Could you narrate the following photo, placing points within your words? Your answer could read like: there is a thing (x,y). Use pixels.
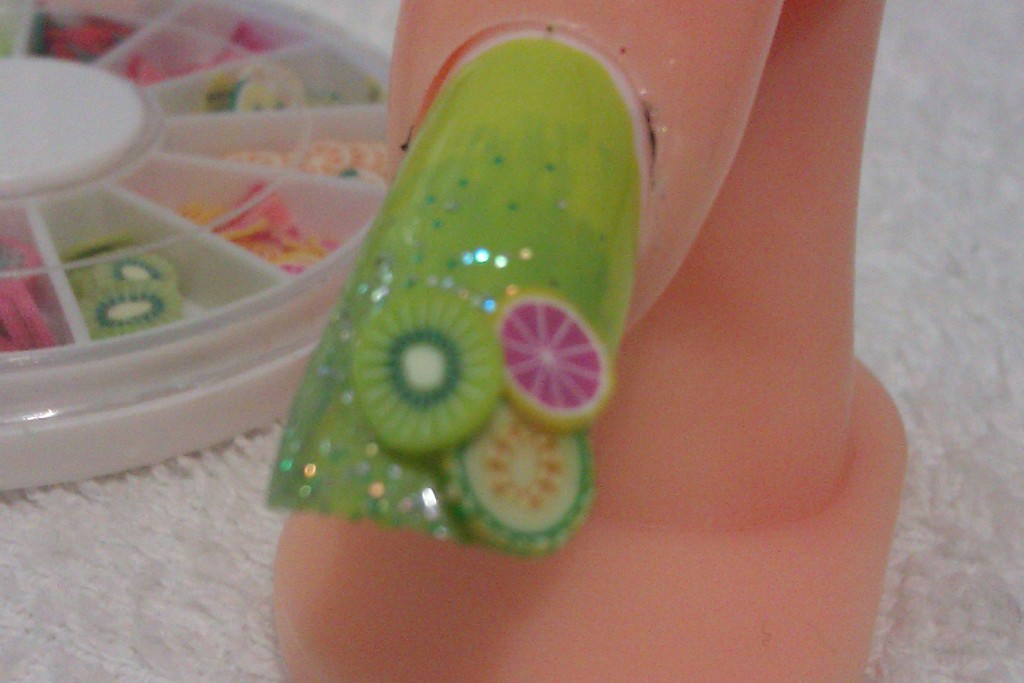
Here we can see an art (439,272) on the nail (454,247) of a finger (435,123) on a stand (689,470) on the cloth (962,437) and on the left side (221,287) there are nail art materials (119,263) in a box (140,212) on the cloth (162,498).
